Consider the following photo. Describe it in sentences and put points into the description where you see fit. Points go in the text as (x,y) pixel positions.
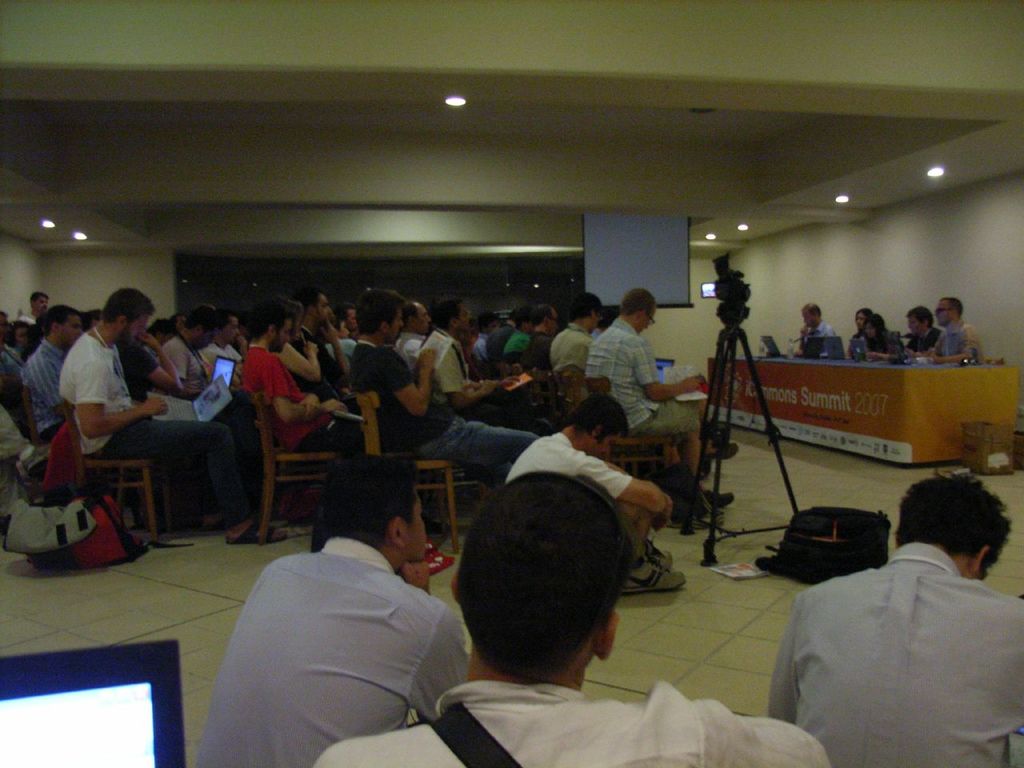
In this image there are group of persons (296,374) sitting on the chair (274,455), there is light (460,100), there is a camera (742,284) on the stand (738,532), there is an object (762,574) on the floor (707,611), there are objects (838,352) on the surface (865,398), there is a white wall (879,268) behind the persons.
